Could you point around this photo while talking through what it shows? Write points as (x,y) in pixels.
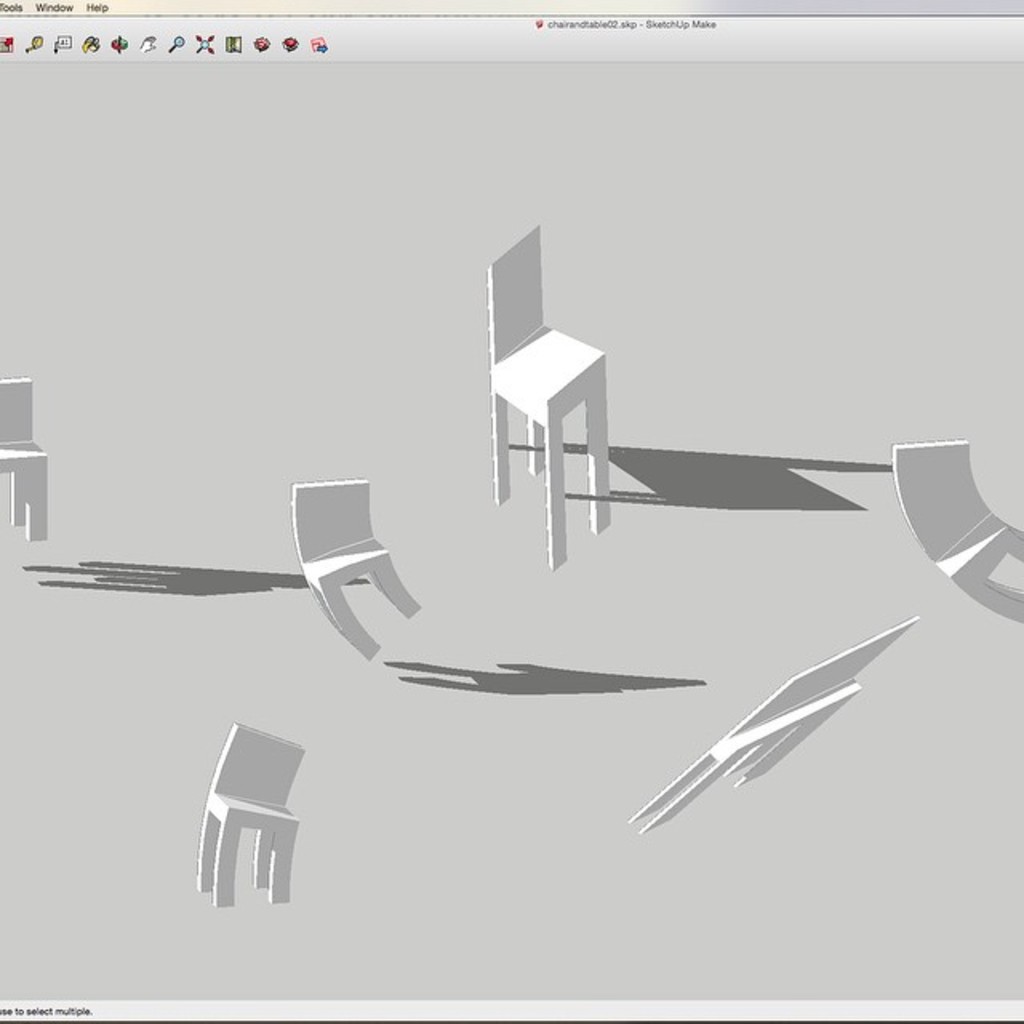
This looks like a picture of a SketchUp window (672,402). These are the chairs (315,583), which are at different angles. At the top of the image (175,49), I can see the icons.
